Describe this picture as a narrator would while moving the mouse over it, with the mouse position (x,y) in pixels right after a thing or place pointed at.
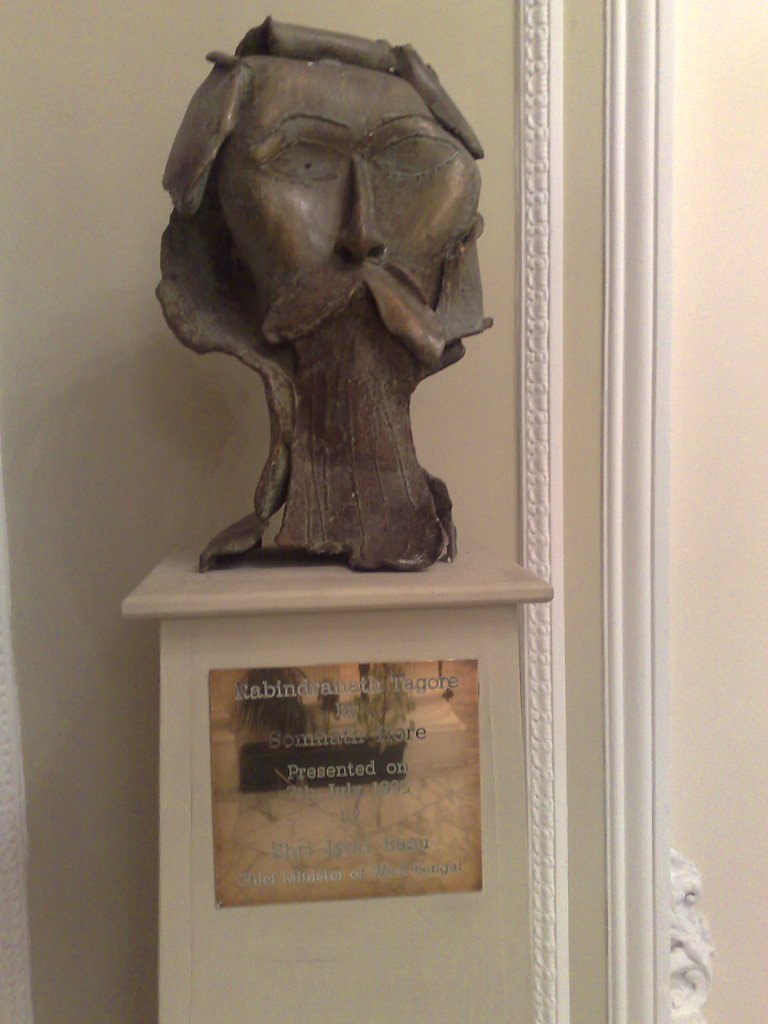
In the center of the image (298,392) we can see statue (416,69). In the background (421,17) there is wall (161,45).
